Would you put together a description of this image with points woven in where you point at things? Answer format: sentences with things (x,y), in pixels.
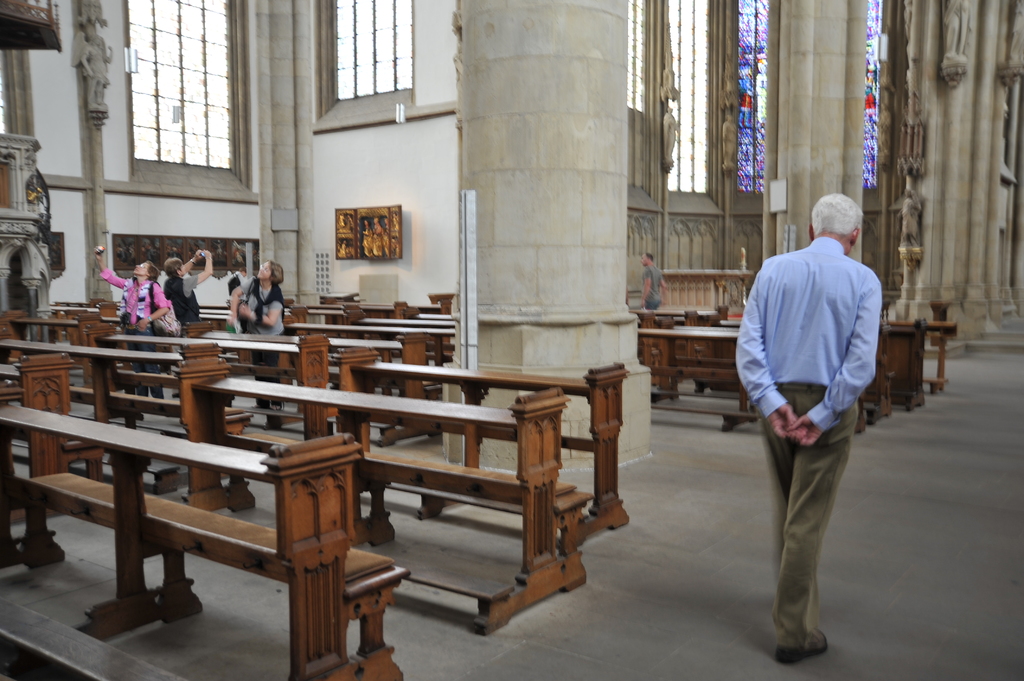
As we can see in the image there is a white color wall (451,242), photo frame (380,240) and few benches (368,487) over here and there is a man (826,425) walking.
